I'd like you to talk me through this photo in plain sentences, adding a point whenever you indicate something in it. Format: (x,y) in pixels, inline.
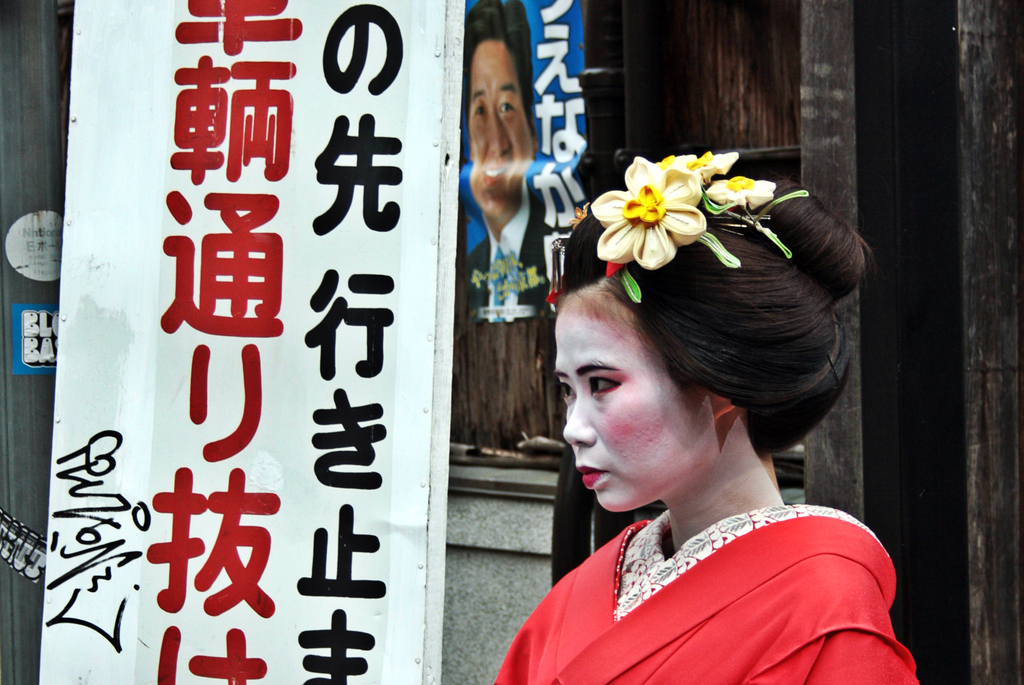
In this image there is a woman (692,514) having few flowers (675,223) on her head (670,381). Left side (117,549) there is a banner (301,188). Beside there is a pole (20,144). Background (910,305) there is a wall (497,378) having a poster (526,172) attached to it. On the poster (511,156) there is an image of a person (529,151).
